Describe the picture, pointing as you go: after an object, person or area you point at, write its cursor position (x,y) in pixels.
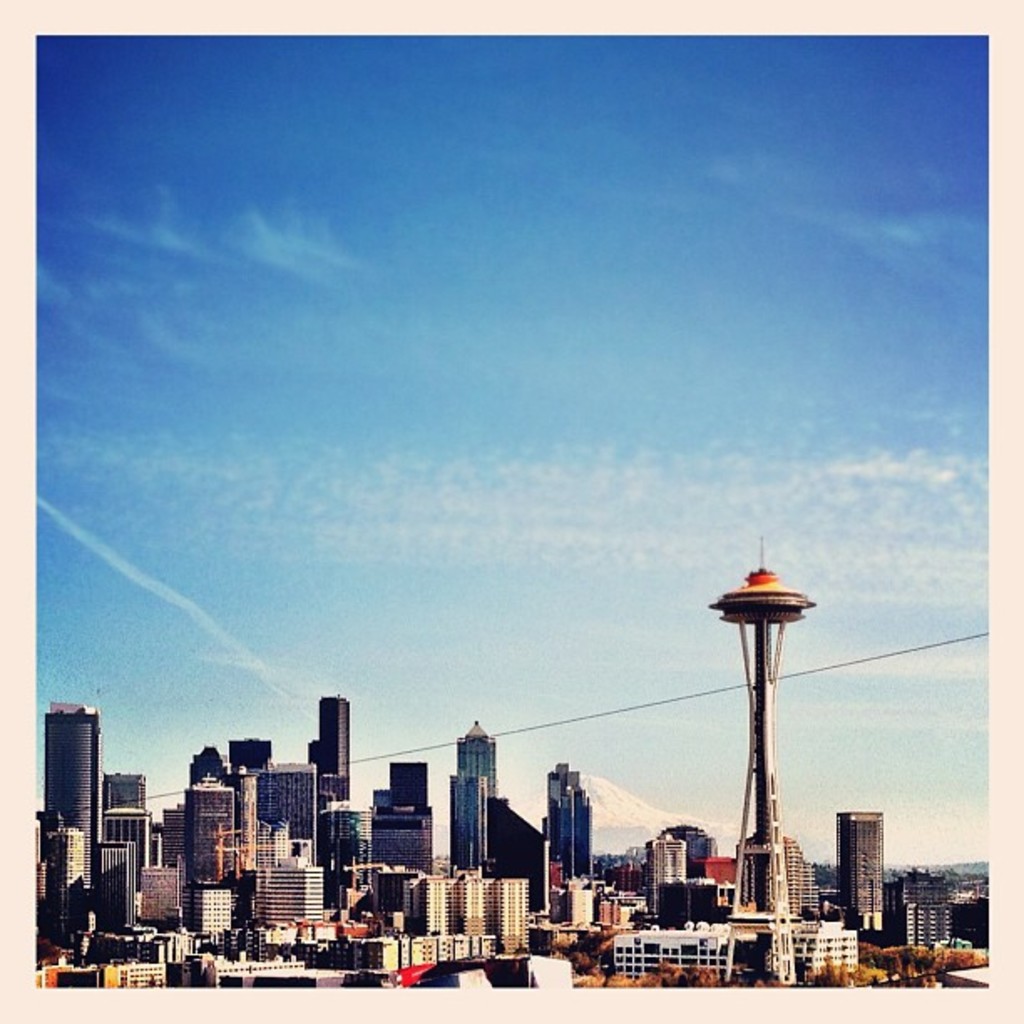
In this image we can see trees (654,979), buildings (539,945), towers (740,855), mountain (608,826) and the sky (317,662) with clouds (342,493) in the background (546,659).
